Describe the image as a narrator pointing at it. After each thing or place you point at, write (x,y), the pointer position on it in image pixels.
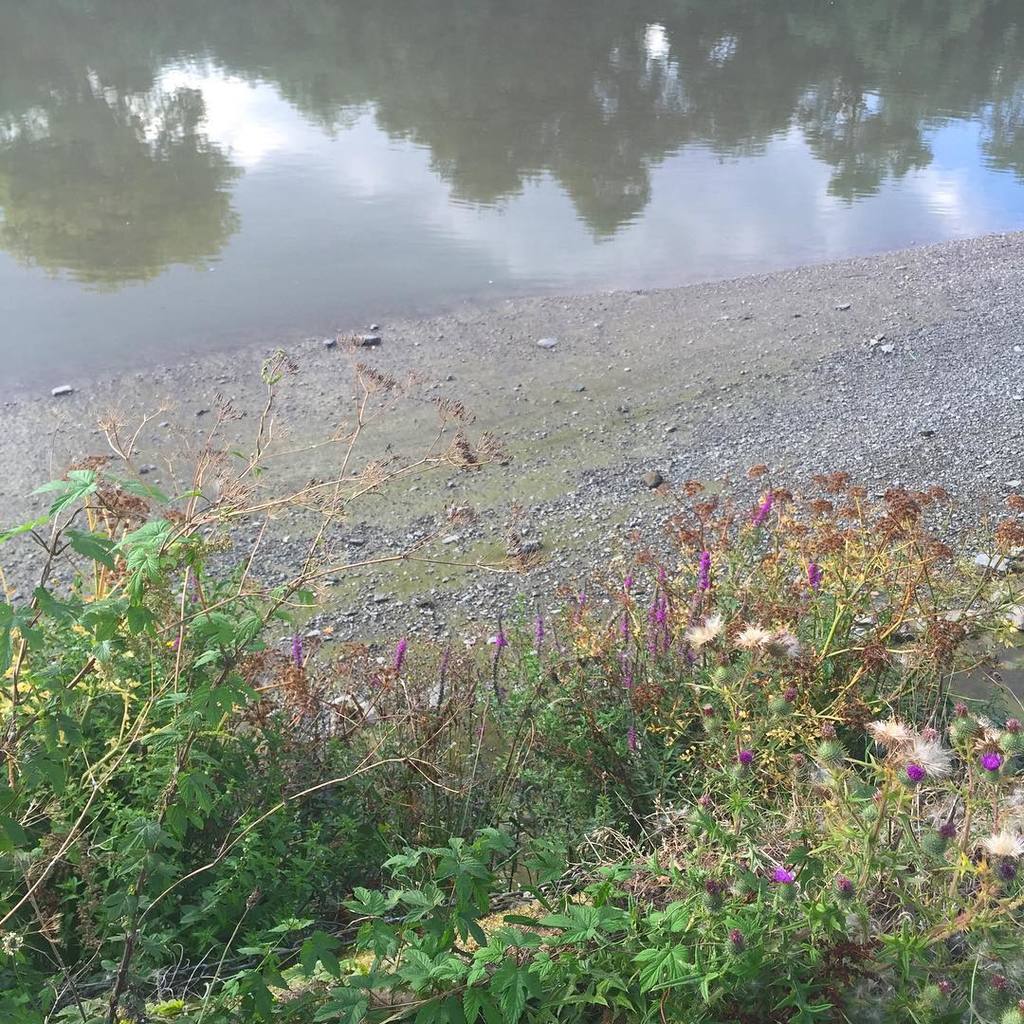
Here in this picture, in the front (380,388) we can see grass (483,754) and plants (550,747) present on the ground (303,617) and we can also see some flowers (839,879) present on plants (929,781) and in front of them we can see water (428,301) present over a place and we can see reflection (157,271) of trees (148,258) in the water (717,166).
